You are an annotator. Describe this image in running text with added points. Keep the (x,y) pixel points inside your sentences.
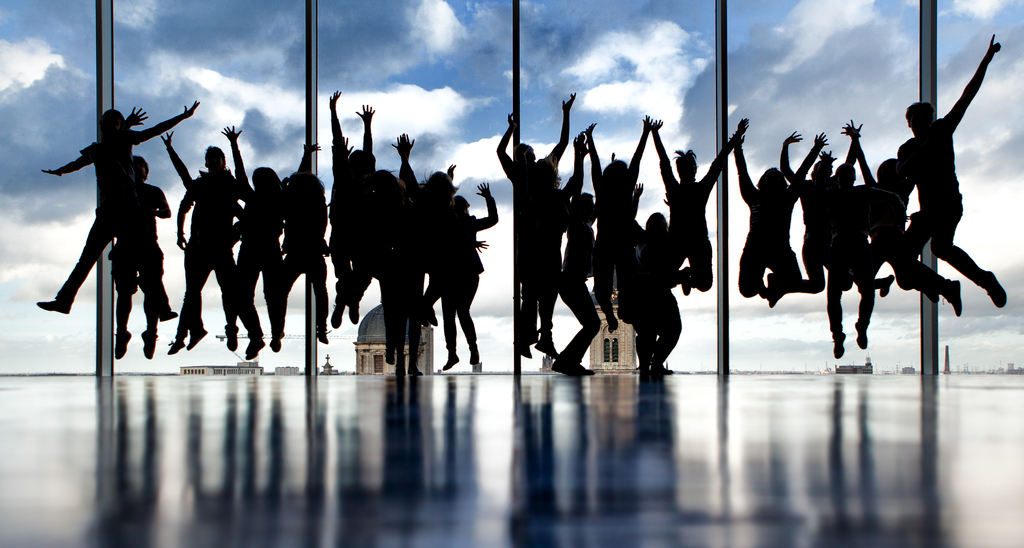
In this image, we can see some people (233,229) jumping on the floor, at the top (174,176) there is a sky (479,64) and we can see some clouds (377,57).
